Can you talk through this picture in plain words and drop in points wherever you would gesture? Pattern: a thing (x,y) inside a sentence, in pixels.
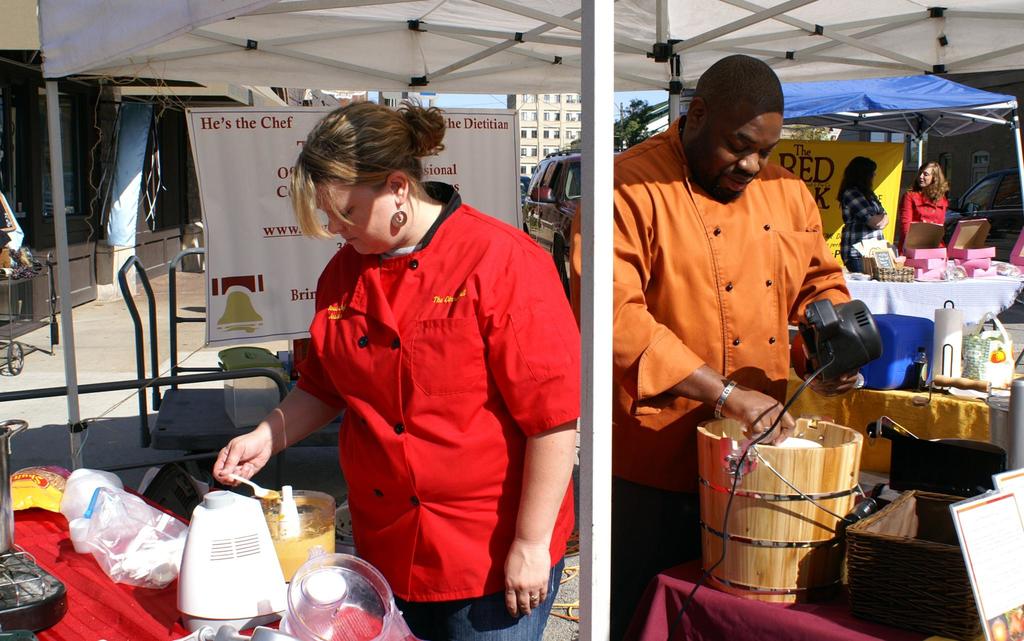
In this image there is a man (660,264) and a woman (491,401) standing. They are wearing chef jackets (635,259). In front of them there are tables (65,585). There are wooden boxes (891,510), wooden buckets (816,487), jars (304,507) and covers (91,540) on the table (86,585). Behind them there is a banner (457,153) with text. At the top (467,23) there is the ceiling (524,9) of the shed (625,70). To the right (865,207) there are two women (912,198) standing. In front of them there is a table (910,288). There are boxes (919,262) on the table (883,283). In the background (564,124) there is a building (548,118). Behind it there is the sky (651,96).
